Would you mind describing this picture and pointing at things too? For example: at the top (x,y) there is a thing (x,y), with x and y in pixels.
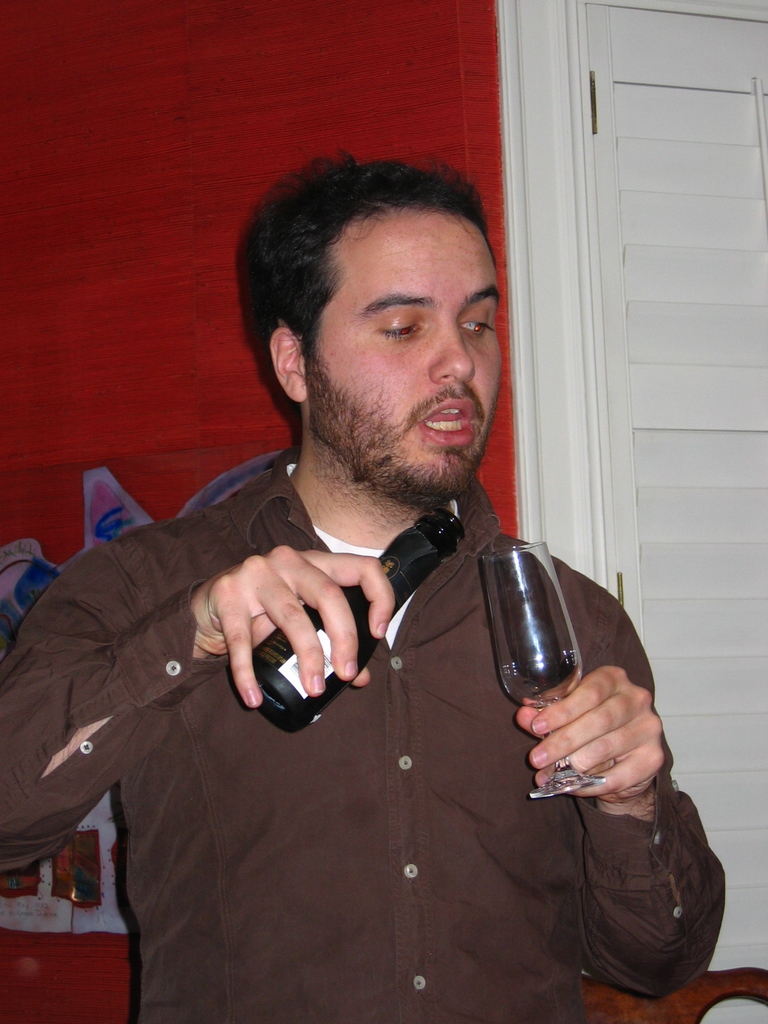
In this picture there is a person (412,774) wearing brown dress (400,863) is holding a bottle (318,623) in one of his hand (335,622) and a glass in his another hand (608,687) and there is a window (671,414) in the right corner (712,522) and the background wall (225,130) is in red color.
